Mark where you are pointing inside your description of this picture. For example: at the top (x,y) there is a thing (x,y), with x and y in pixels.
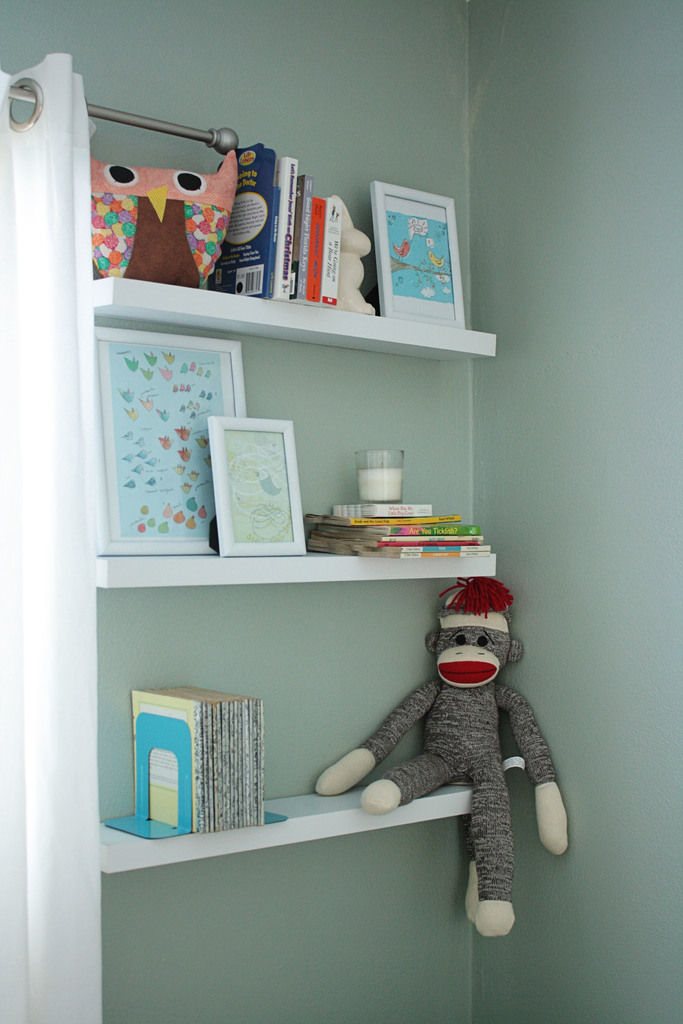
In this image we can see few books (312,532), picture frames (237,422), a doll (482,679) and few objects (346,249) on the shelves (310,314) and a curtain (73,318) to the rod (25,94) on the left side of the image (38,94).
